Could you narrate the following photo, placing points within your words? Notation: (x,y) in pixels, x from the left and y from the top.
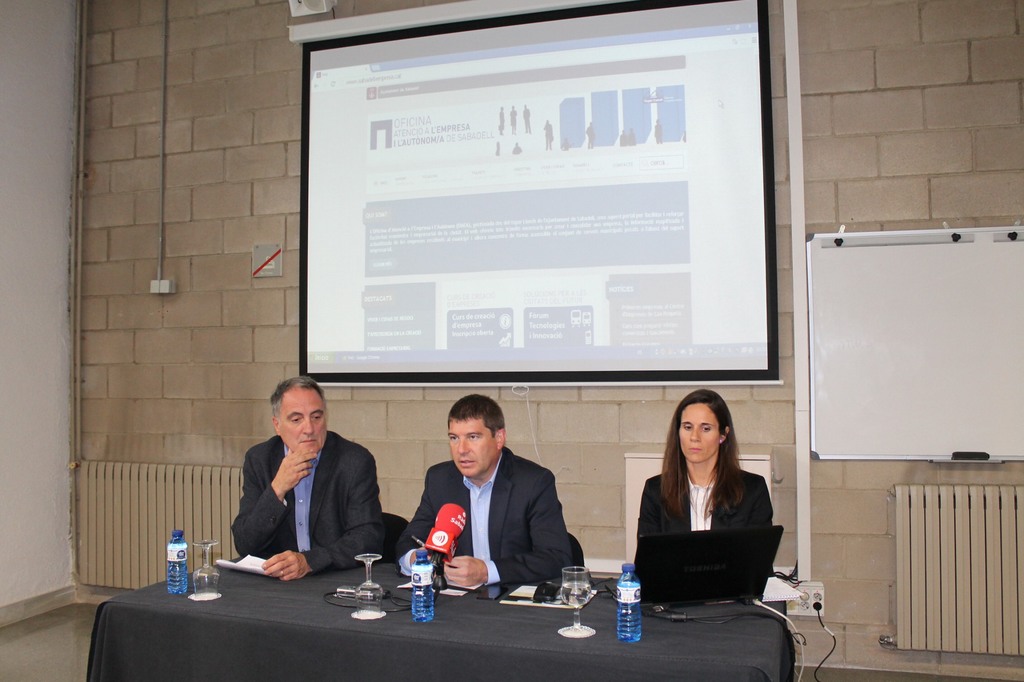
In the center of the image (491,446) we can see three people (555,520) sitting, before them there is a table (222,571) and we can see glasses (360,594), papers (530,603), mobile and a laptop (732,565) placed on the table (681,628). There is a mic (441,551). In the background (822,358) there is a screen (350,276) placed on the wall (849,465) and we can see a board (822,341). There is a wall (54,322).
